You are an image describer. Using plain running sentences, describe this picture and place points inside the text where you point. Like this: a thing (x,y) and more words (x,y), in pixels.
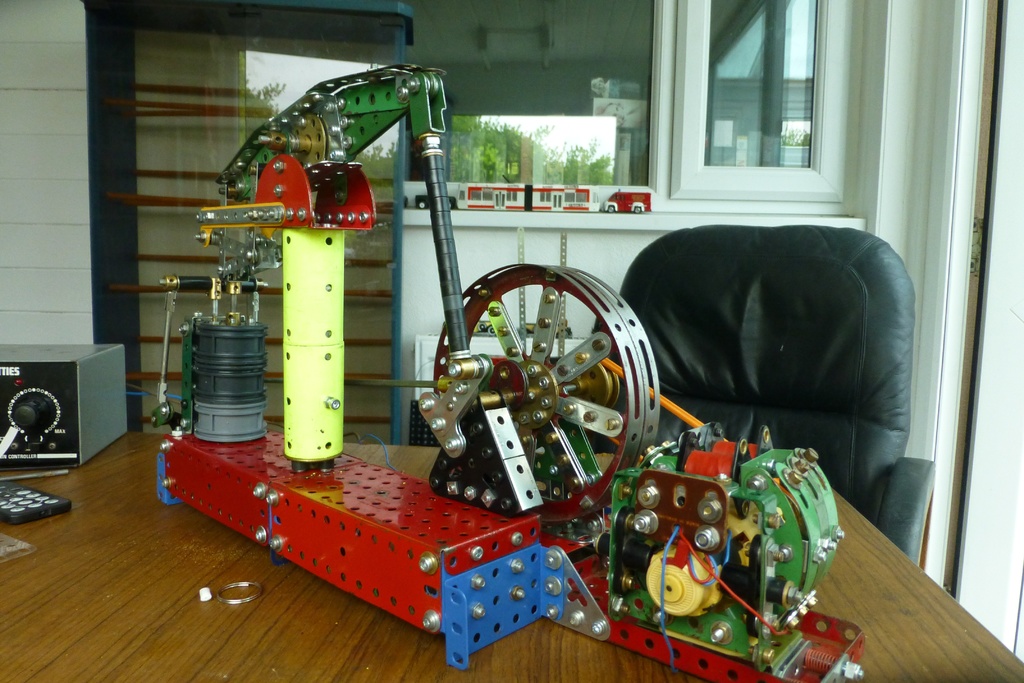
As we can see in the image there is a wall (15,141), window (722,133), chair (896,354) and table (73,581). On table (165,634) there is an electrical equipment (376,483) and there is reflection (507,140) of trees (503,139).
